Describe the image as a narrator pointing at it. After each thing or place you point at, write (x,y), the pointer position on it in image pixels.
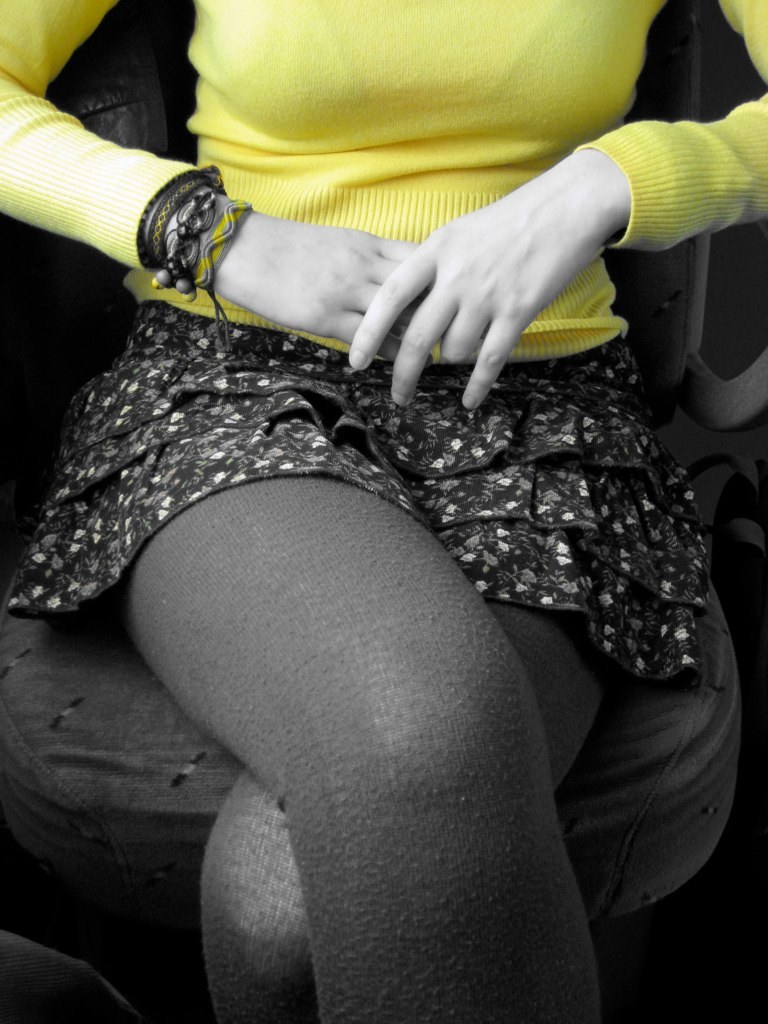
In the center of the image (352,522) a lady (497,549) is sitting on a chair (168,782) and wearing skirt (390,429), shirt (328,213), band (212,238).
